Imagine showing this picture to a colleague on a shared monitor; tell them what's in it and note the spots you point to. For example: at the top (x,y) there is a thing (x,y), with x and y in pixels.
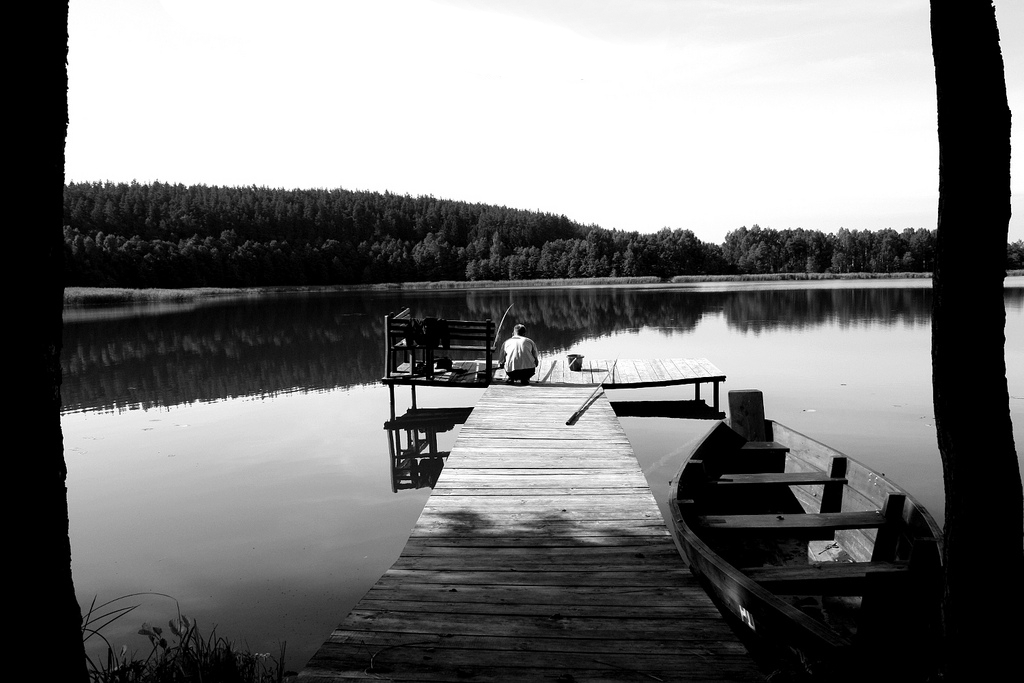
In this black and white image, we can see a person (524,353) on dock (543,453). There is a boat (780,475) floating on the water (805,366). There are some trees (169,224) in the middle of the image (528,237). There is a sky (576,80) at the top of the image (597,57). There is a stem (35,307) on the left (16,360) and on the right side of the image (988,396).
